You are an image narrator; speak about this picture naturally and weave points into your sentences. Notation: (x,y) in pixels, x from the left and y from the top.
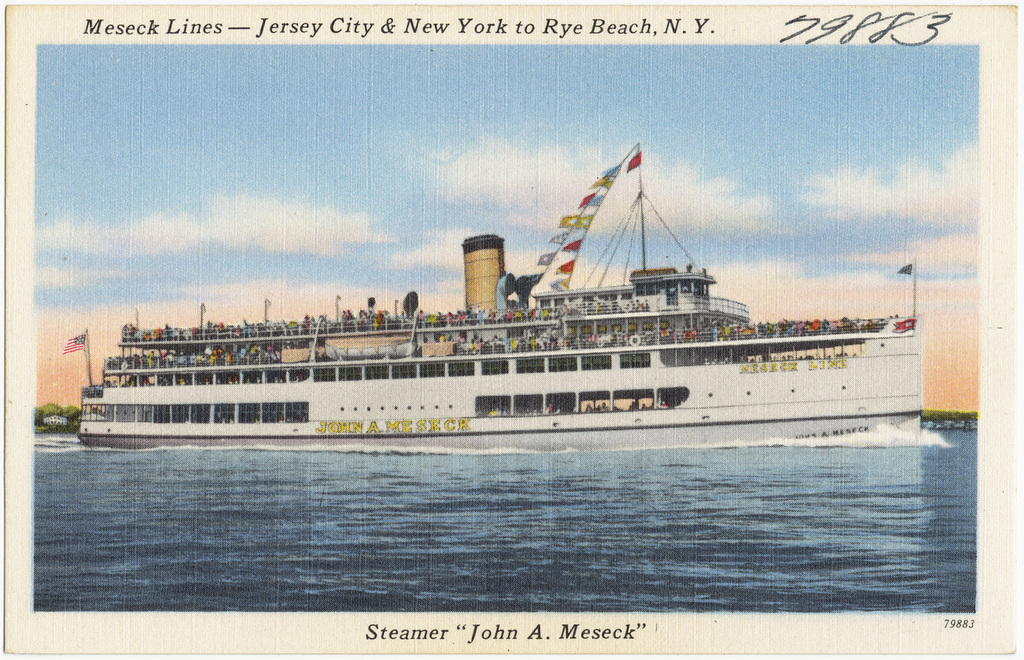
In this picture we can observe a ship (416,336) on the water (231,454). The ship (746,401) is in white color. There are some people (726,327) in the ship (251,339). We can observe black color words (492,628) in this picture. In the background (435,48) there is a sky (344,200) with clouds (577,165).
